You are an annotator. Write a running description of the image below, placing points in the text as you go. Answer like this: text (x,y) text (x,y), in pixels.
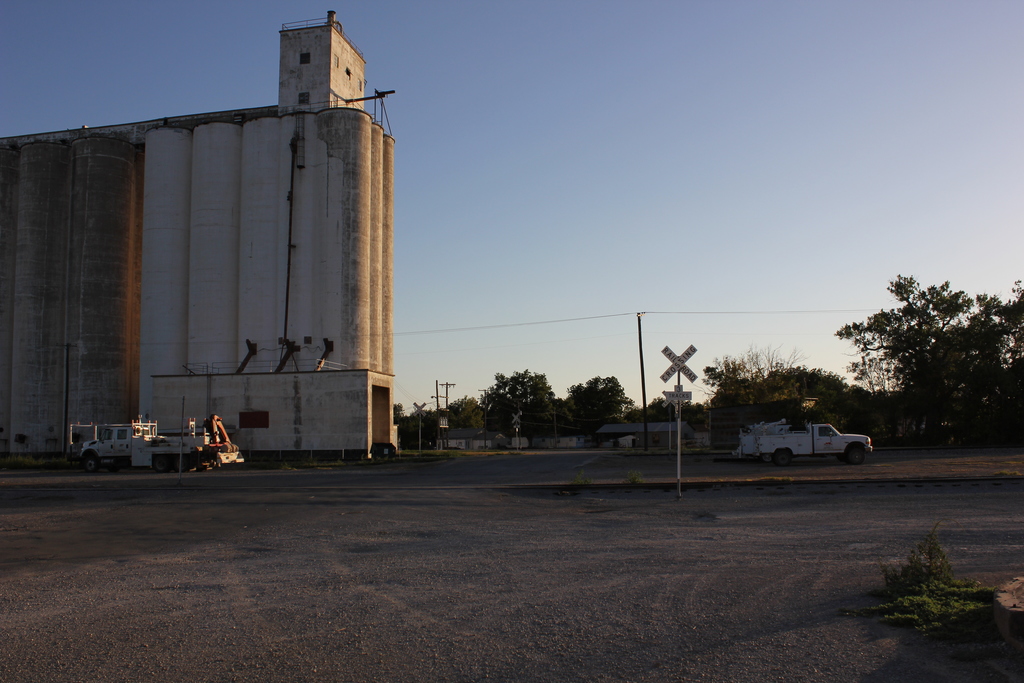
There are vehicles (862,461) on the road (666,540). Here we can see poles (680,473), plants (937,566), houses (636,436), trees (870,384), and a building (300,290). In the background (620,187) there is sky (803,305).
